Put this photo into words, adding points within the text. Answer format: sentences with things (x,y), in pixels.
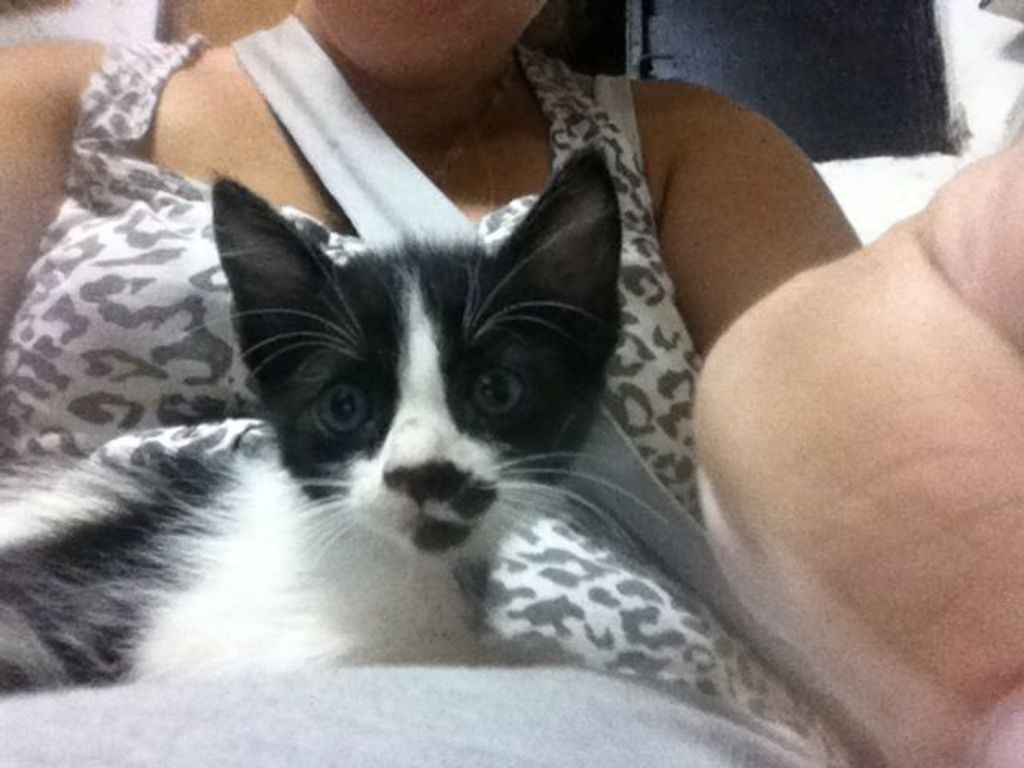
In this image I can see a person (272,149) is holding a black and white color cat (409,454). Background (920,19) is in black and white color.
